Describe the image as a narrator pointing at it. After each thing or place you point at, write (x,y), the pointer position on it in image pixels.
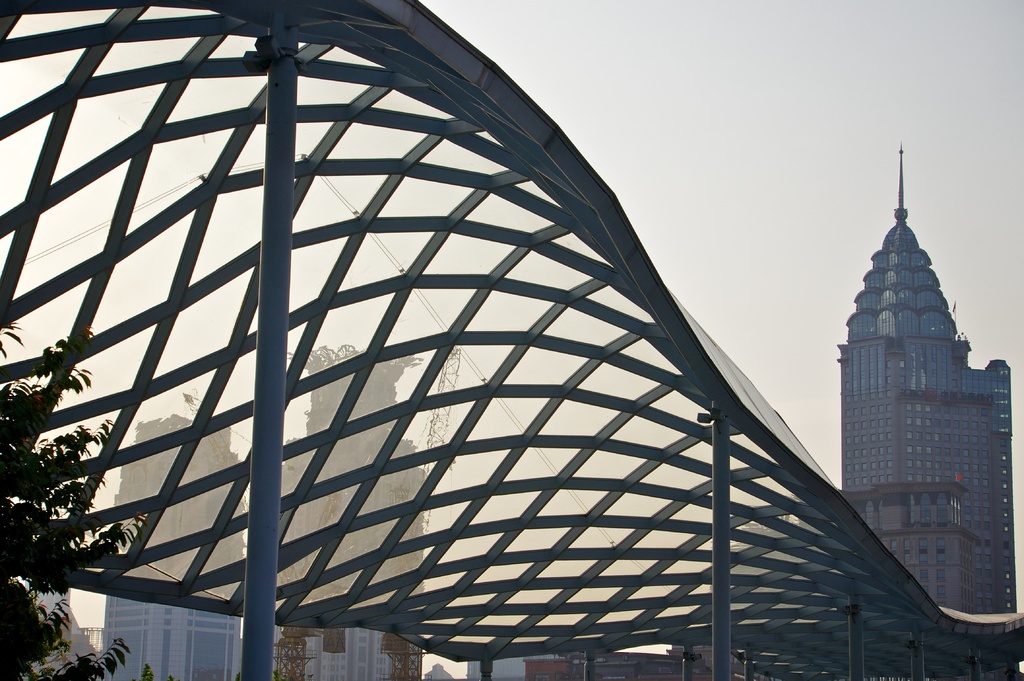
In this image I can see the glass roof (432,472), background I can see few buildings (994,479) in grey color, trees (88,481) in green color and the sky (749,151) is in white color.
